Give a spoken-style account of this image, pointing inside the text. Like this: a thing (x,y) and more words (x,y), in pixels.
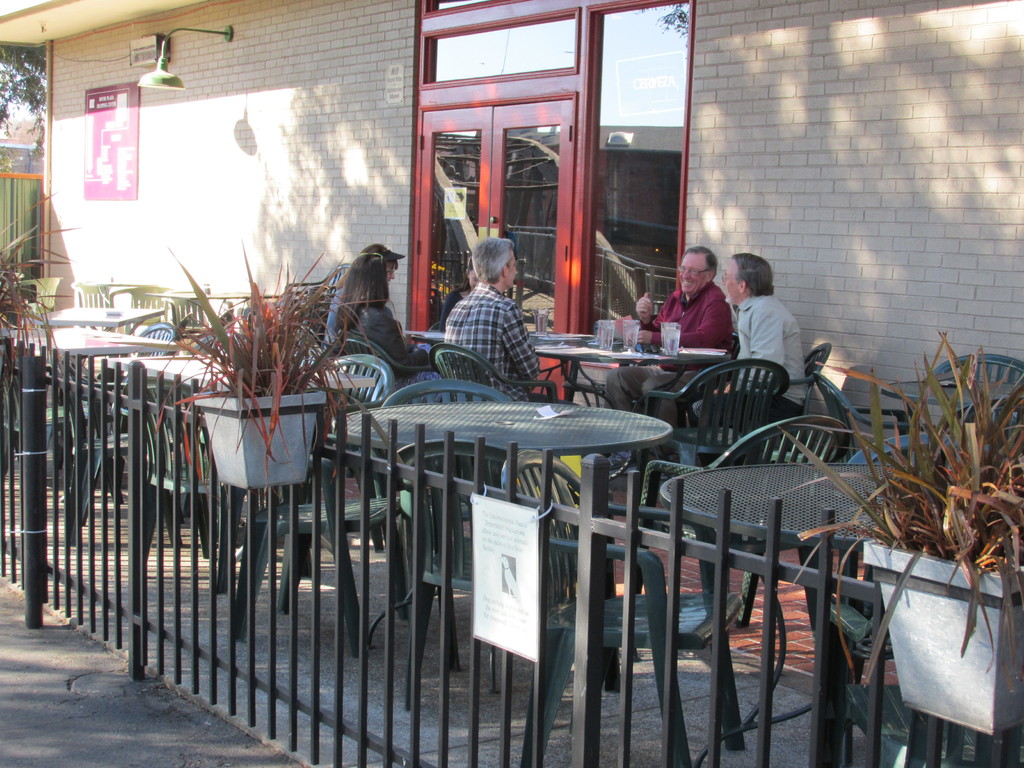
In this picture we can see the wall (223,193), board (128,163), light (173,83), glass door (437,205). We can see the reflection (650,196). We can see the green leaves (984,494), pots (913,668), railing (714,744), plants (966,491), paper note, chairs (683,464), tables (525,437), objects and water glasses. In this picture we can see the people (792,320) sitting on the chairs (778,385).
